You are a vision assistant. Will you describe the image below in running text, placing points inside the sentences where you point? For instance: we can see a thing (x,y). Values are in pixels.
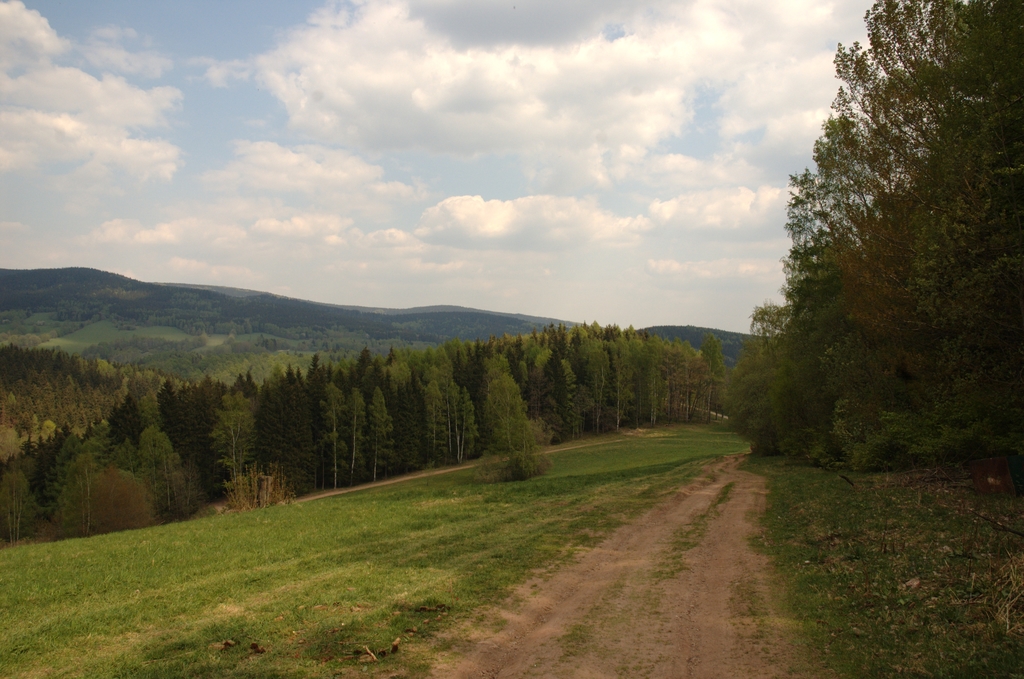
At the bottom of the picture (583,602), we see the grass (439,555) and the pathway (570,595). On the right side (873,191), we see the grass (943,540) and the trees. There are trees (282,379) in the middle of the picture (536,408). We see the trees (602,330) and the hills (538,330) in the background (485,320). At the top (206,111), we see the sky (241,119) and the clouds (483,203).
